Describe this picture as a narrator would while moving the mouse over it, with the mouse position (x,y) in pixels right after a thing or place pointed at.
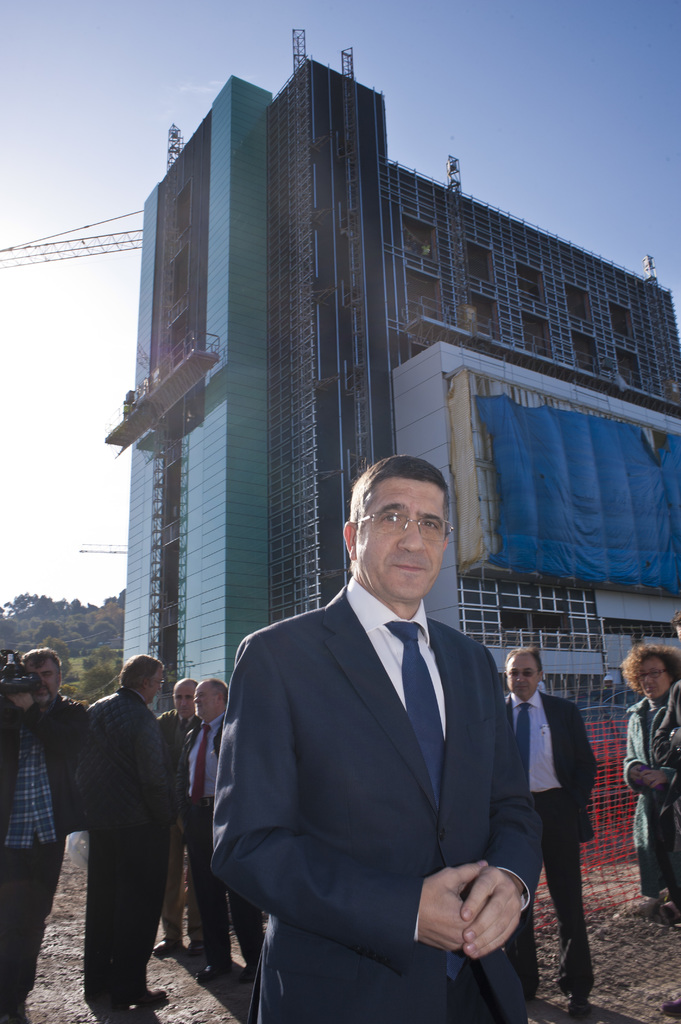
In this picture we can see people (232,857) on the ground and in the background (470,22) a building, trees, sky (324,0).
